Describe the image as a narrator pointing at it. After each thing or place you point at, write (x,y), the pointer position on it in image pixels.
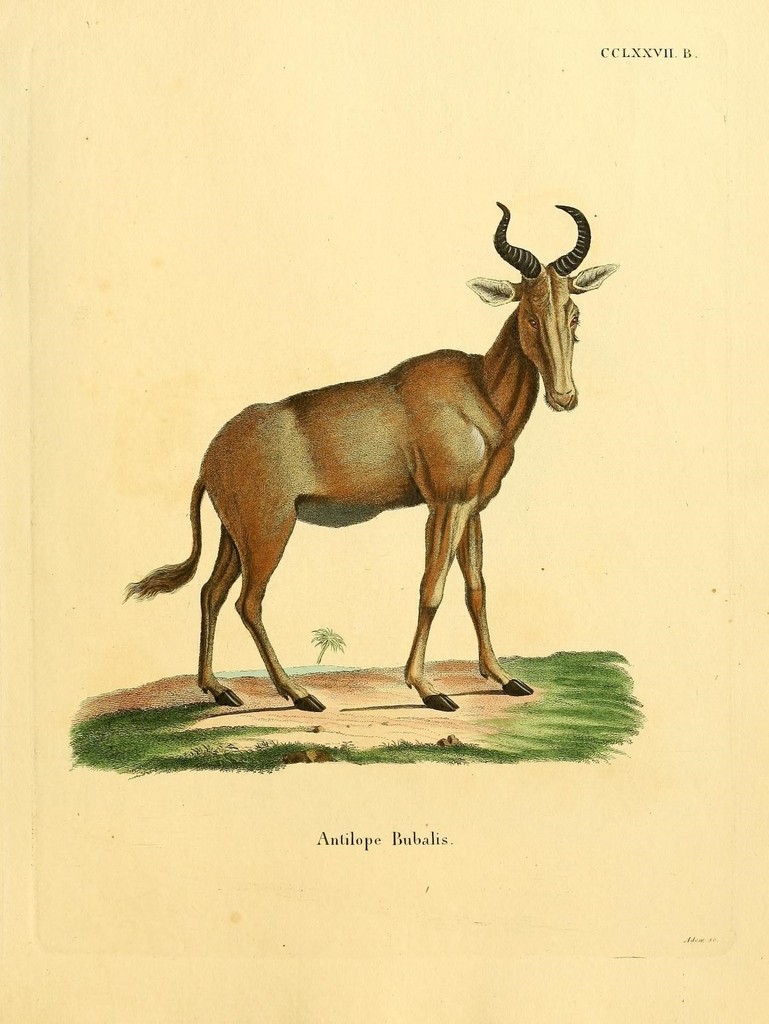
In this image I can see depiction picture where I can see an antelope (220,430) is standing on the ground (560,662). I can also see something is written on the bottom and on the top right side of this image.
